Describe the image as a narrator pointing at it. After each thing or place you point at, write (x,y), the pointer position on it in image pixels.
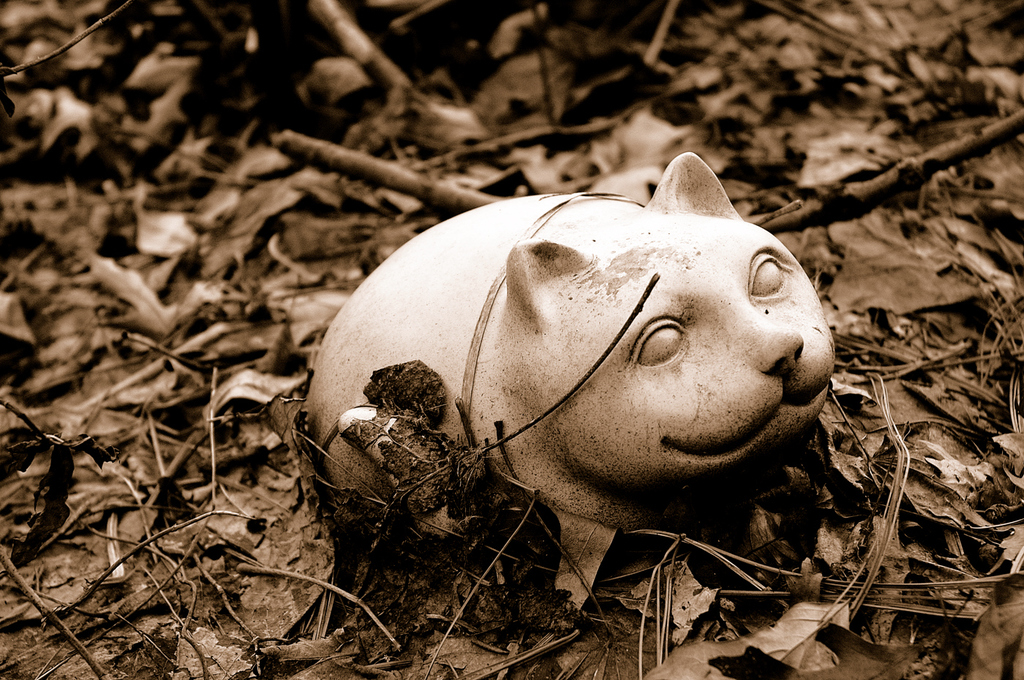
In this image I can see a toy (818,310) and the toy (386,341) is on the dried leaves (305,486).
